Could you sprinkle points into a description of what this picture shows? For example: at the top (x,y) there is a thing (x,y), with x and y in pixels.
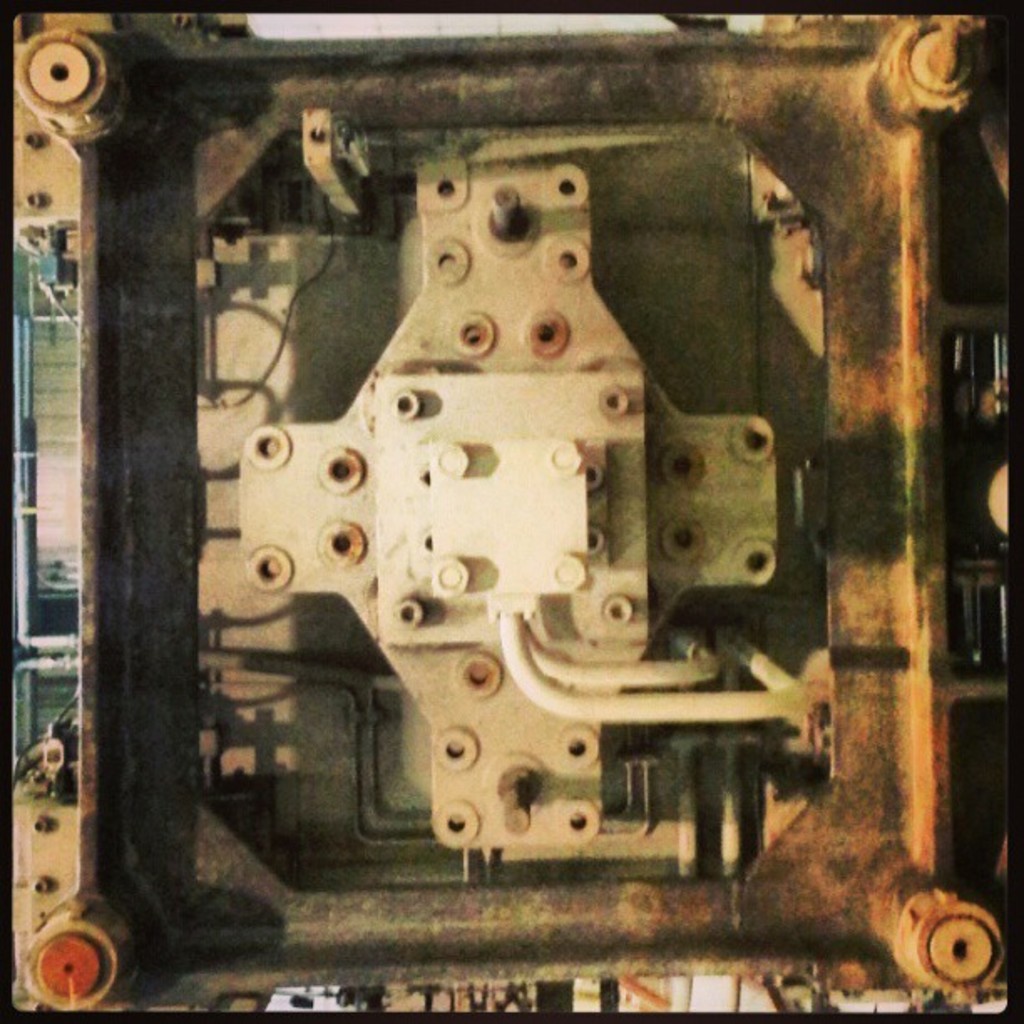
In this image there is a metal structure (624,435).
